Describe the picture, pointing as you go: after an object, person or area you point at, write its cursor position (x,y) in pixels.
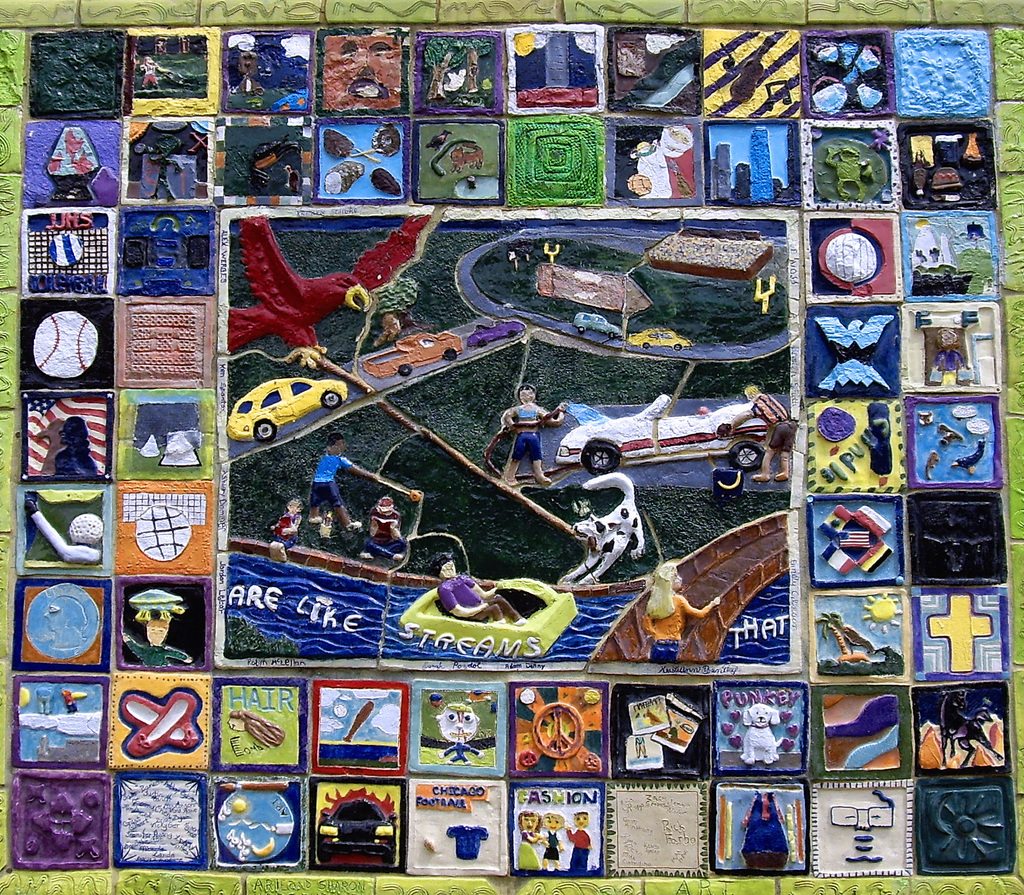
In this image we can see paintings (518,372) on a platform (122,162) where we can see vehicles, persons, objects (148,526) and texts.
